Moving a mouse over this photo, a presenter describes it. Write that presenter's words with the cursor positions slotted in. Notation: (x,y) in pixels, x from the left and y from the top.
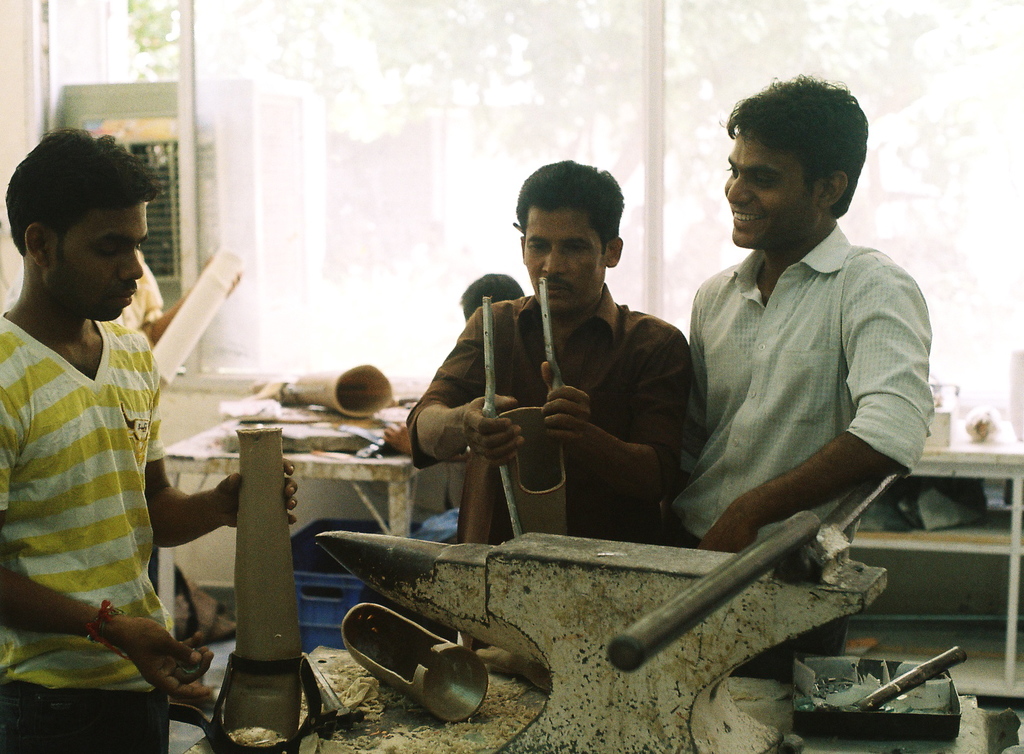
In this image we can see a few persons (485,281), among them, some are holding the objects (268,516), there are tables (347,459) with some objects (445,644) on it and also we can see a machine (544,618), in the background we can see the wall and a cooler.
